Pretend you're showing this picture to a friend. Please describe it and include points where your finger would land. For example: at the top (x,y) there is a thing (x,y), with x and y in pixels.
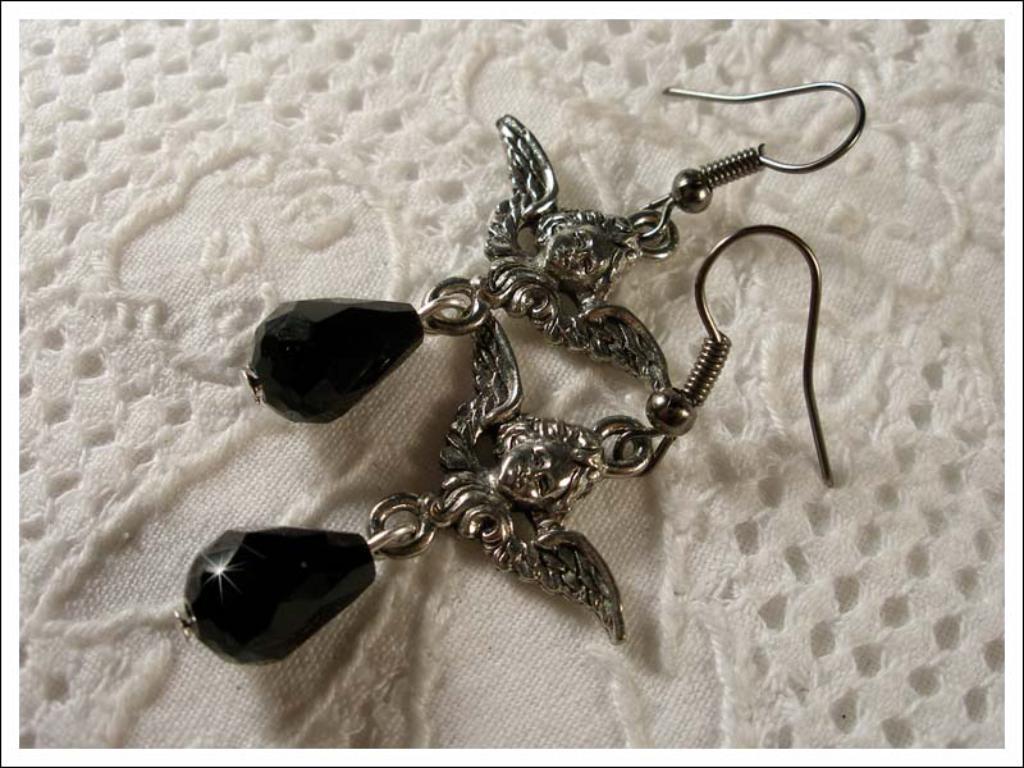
In this image we can see ear rings (634,333) on the white colored cloth (757,211).
